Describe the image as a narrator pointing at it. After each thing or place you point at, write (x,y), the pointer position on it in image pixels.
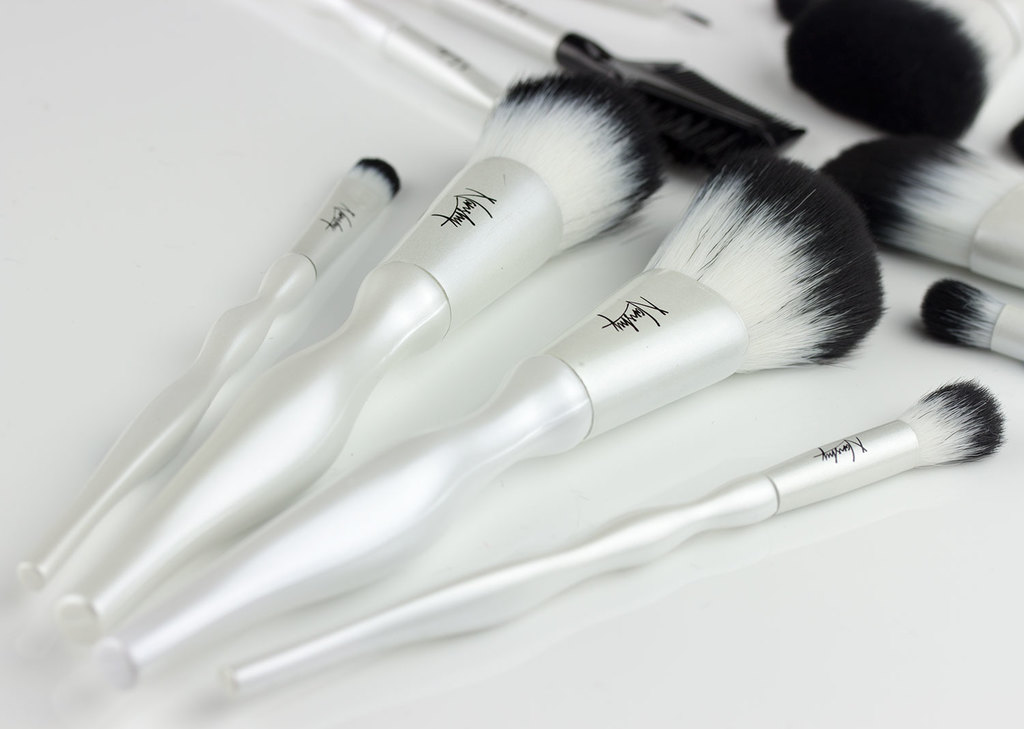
In this picture I can see a number of cosmetic brushes (426,333).
